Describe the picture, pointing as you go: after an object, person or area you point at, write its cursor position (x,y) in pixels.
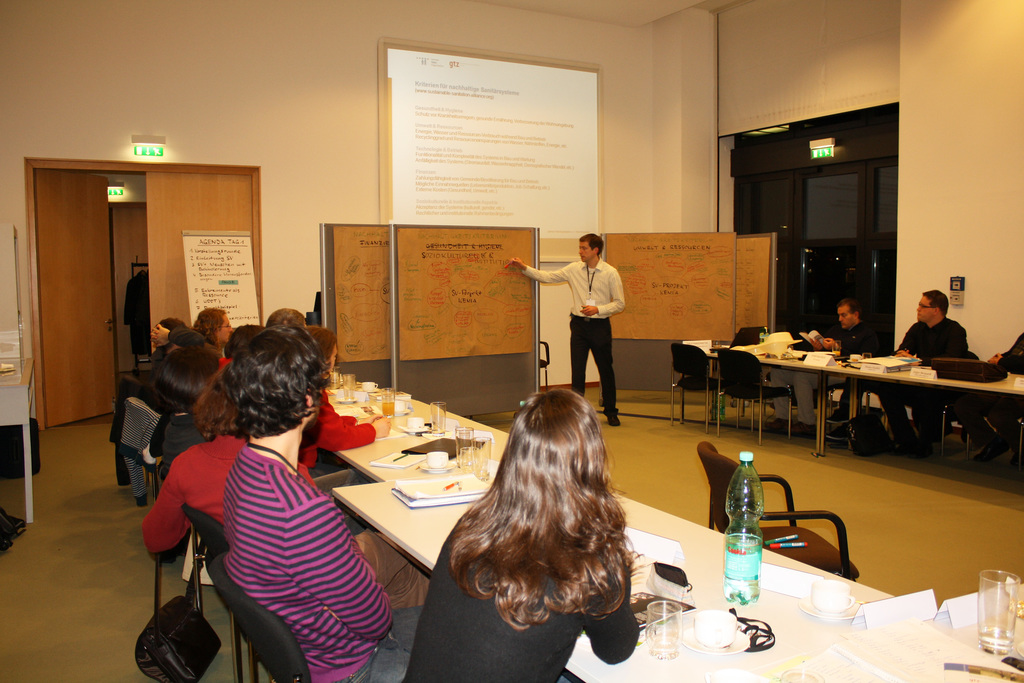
In this picture, we see many people (309,571) sitting on chair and listening to the man (619,289) who is explaining something on a board (509,329). The man (591,281) in the middle (600,307) in white shirt (601,289) wearing ID card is explaining a project (457,306) which is pasted on the board (486,302). This picture is clicked the inside the room (328,218). In front (397,518), we see a table (715,591) on which water bottle (758,566), cup (826,593), saucer (739,639), glass (1001,609), paper (661,546), book (453,499) is placed on it. On the left corner of the picture (83,295), we see door (149,258) which is brown in color. On the right corner (808,387), we even see three people (967,415) sitting and listening to the man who is standing.
